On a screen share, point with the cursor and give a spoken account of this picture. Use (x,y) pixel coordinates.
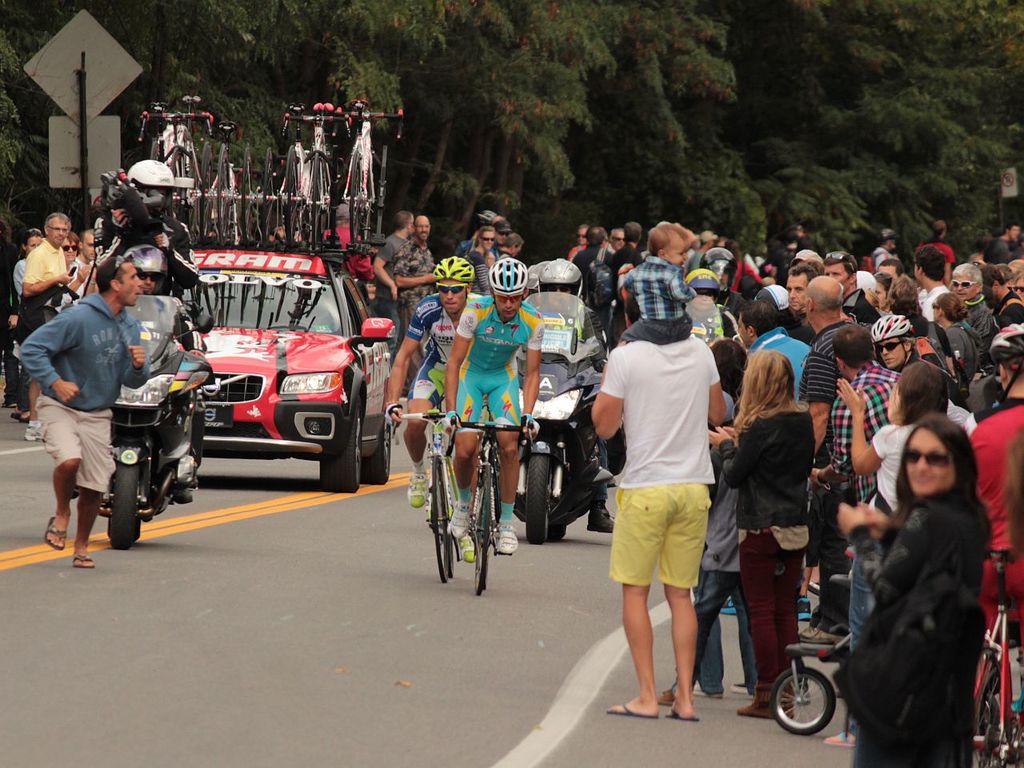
On the background of the picture (541,87) we can see trees (553,36). Here we can all the persons (923,411) standing on the road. We can see few persons (525,398) riding vehicles (483,546) on the road (249,500) here. this is a red colour car (274,363) and we can see few bicycles (354,196) on the car (246,306). This is a board (95,66).
